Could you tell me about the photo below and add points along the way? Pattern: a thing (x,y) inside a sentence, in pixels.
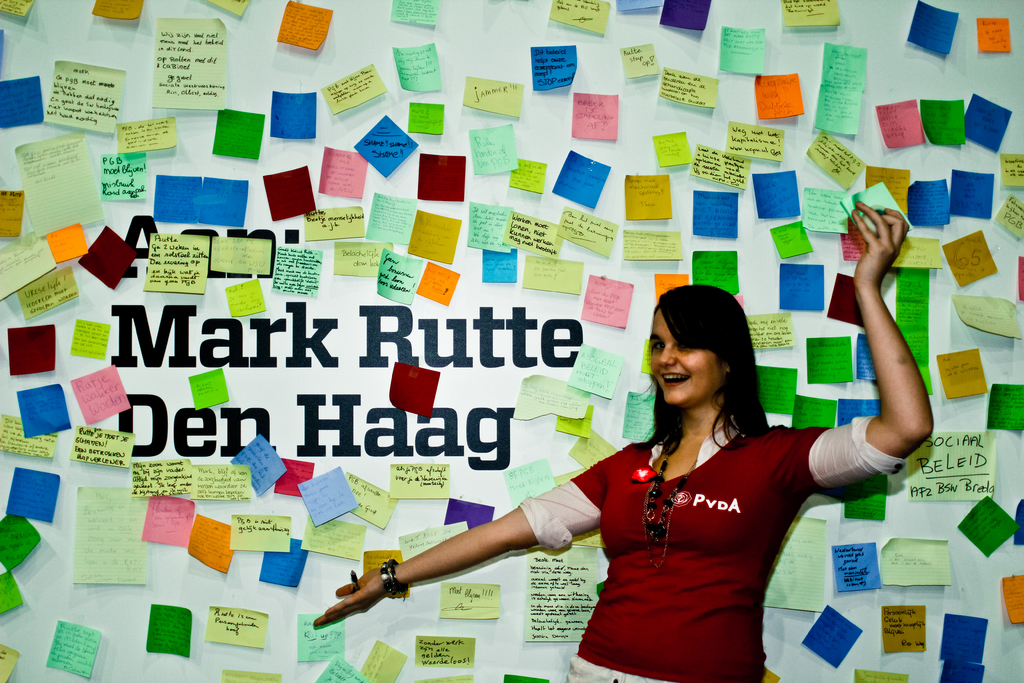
In the picture I can see a person (669,562) wearing maroon color T-shirt (690,557) and chain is smiling and standing on the right side of the image (693,570). In the background (804,581), I can see many papers (223,490) on which some text (699,172) is written are pasted to the wall (476,383).
